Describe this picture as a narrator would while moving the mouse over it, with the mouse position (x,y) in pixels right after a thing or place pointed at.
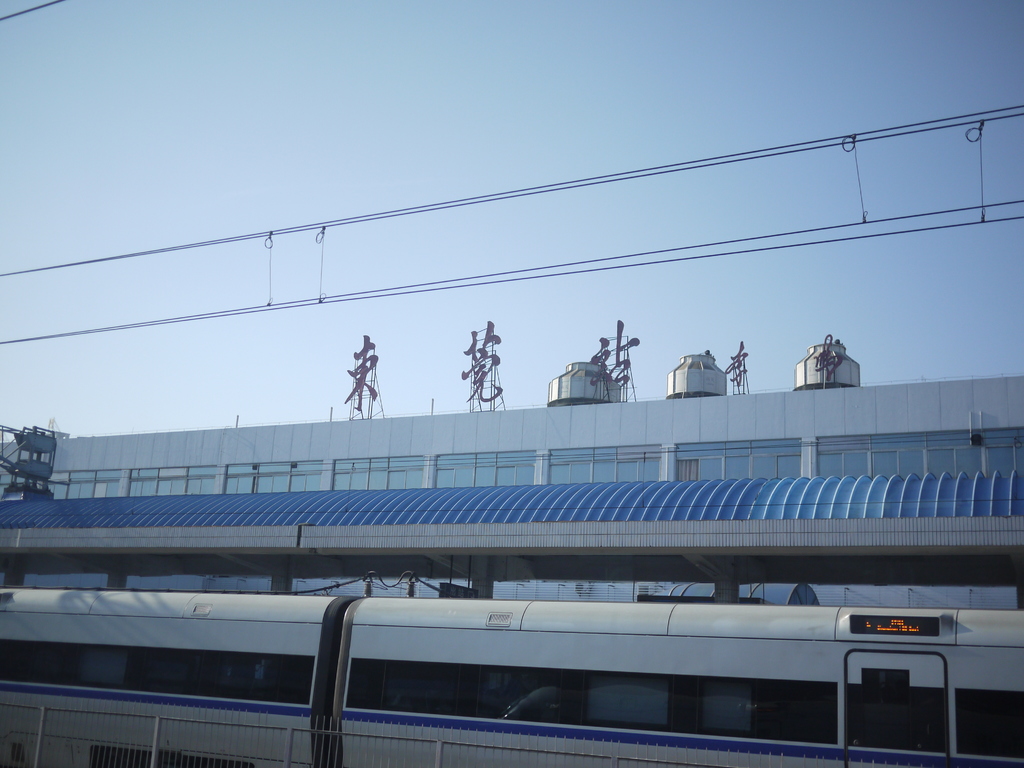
In this image there is a train (761,658). Behind the train (740,614) there is a shed (553,561). In front of the train (229,760) there is a railing (321,741). In the background (384,445) there are buildings (445,448). There are objects (571,367) on the buildings (375,450). At the top (483,119) there is the sky (370,111).
